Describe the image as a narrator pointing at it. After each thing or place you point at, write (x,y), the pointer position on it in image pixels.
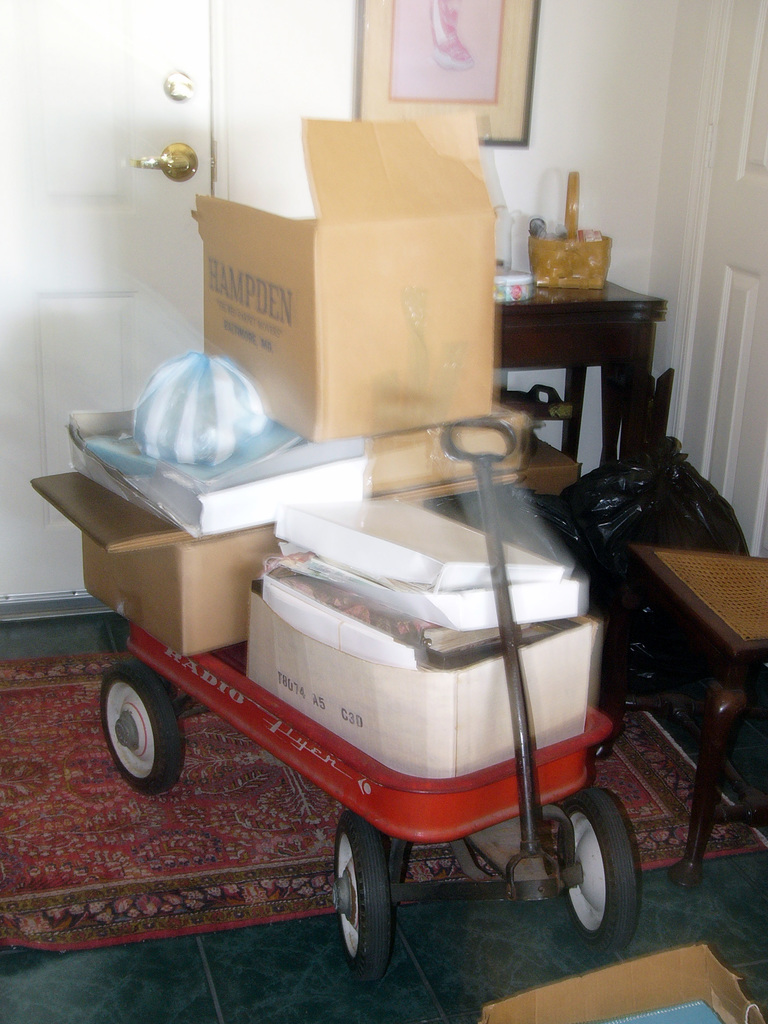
In this image I can see a red color trolley (534,834) and on it I can see few boxes (335,337). On these boxes (319,693) I can see something is written. I can also see a red floor carpet (322,860), a chair (735,701), a black color bag (666,531), a table (606,393) and on this table (515,329) I can see few stuffs (506,296). In the background (148,112) I can see a white door (127,143) and a frame (356,95) on wall (558,124).
